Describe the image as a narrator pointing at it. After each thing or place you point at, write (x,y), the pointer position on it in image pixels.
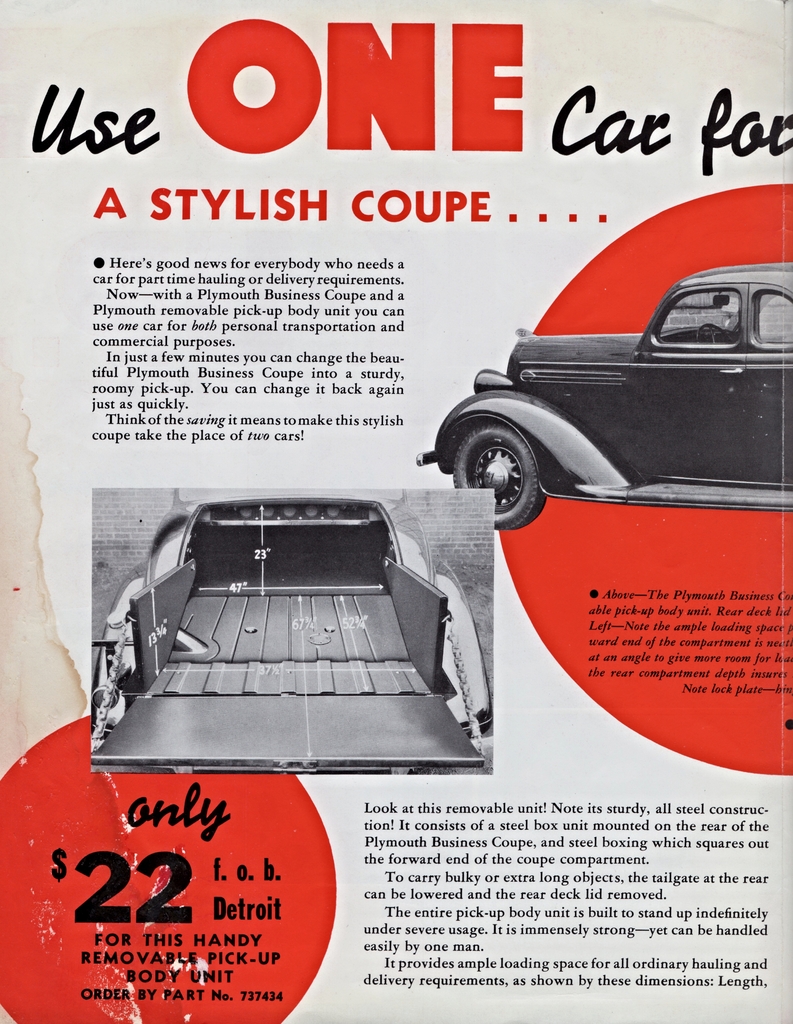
In this picture we can see a paper (380,673), in the paper (370,517) we can find some text (347,312) and cars (701,420).
